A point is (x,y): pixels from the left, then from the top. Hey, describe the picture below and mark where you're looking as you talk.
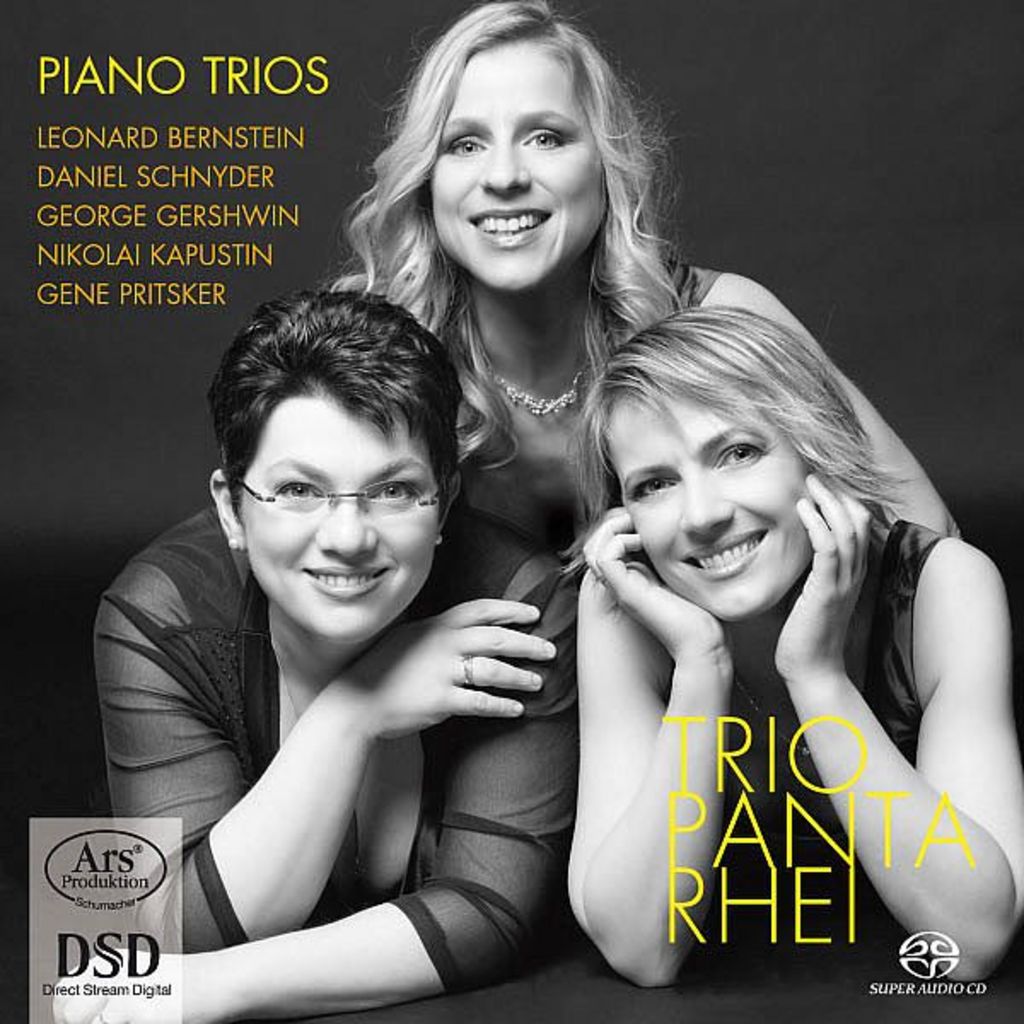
In this image we can see a poster (394,194) with text (258,138) and image of three persons (564,518).
